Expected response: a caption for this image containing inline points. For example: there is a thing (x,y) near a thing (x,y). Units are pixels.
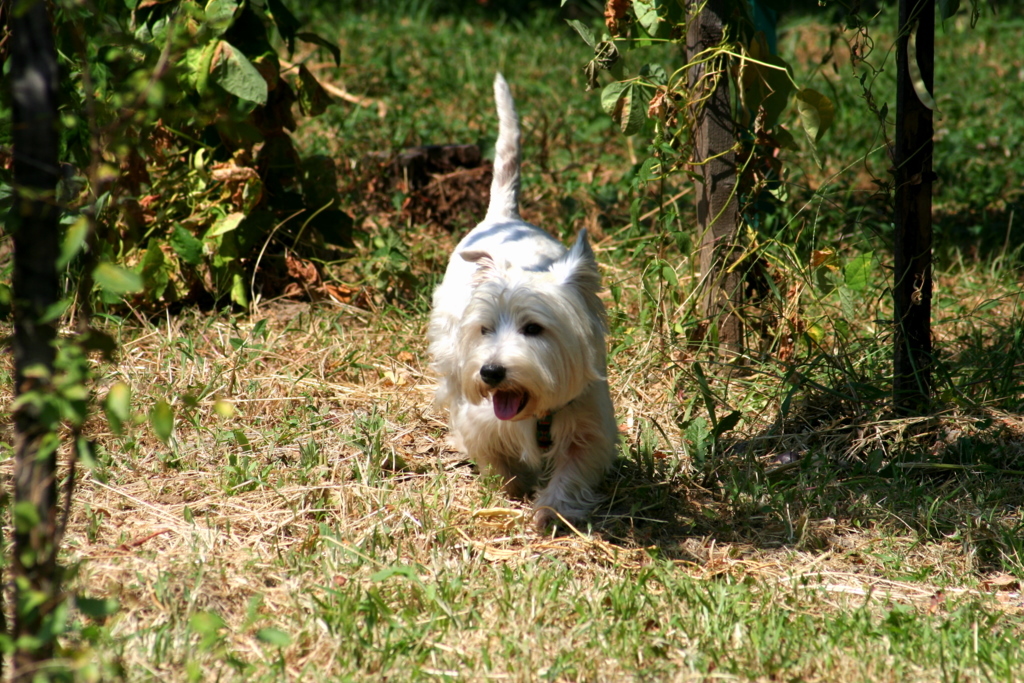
In the image there is a white dog (562,382) on the grass surface (366,388), there are few plants (153,212) around the dog (557,356).
